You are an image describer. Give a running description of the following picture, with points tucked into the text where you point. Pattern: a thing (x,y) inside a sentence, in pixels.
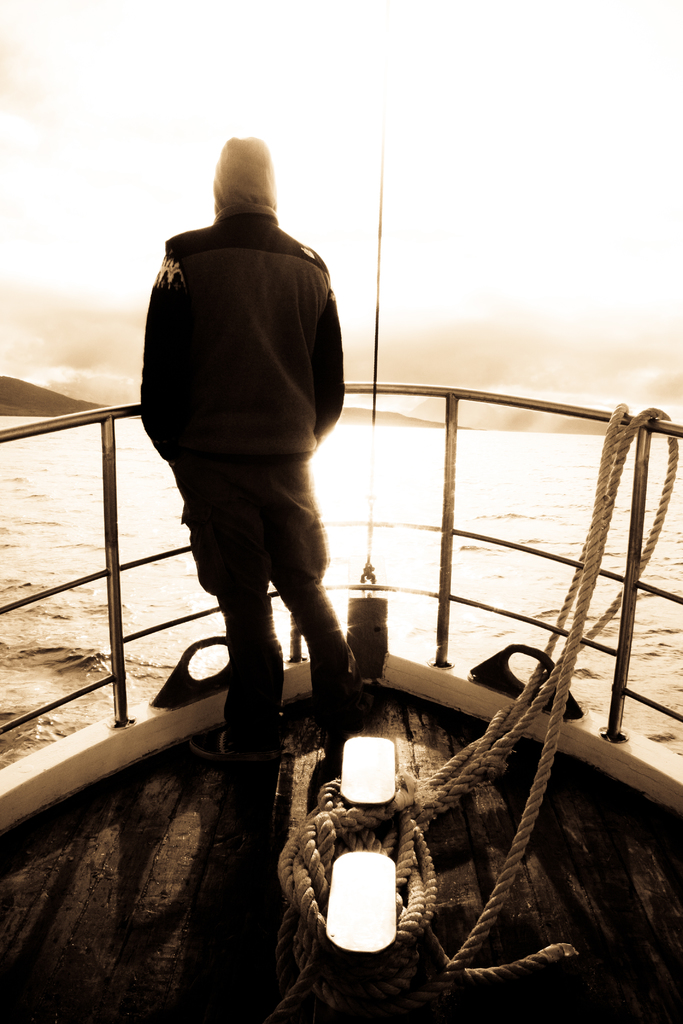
In this given picture, I can see a water (379,472), sky (247,101), a person (274,455) standing in a boat (413,767), rope (370,833), two bollards (381,785).
